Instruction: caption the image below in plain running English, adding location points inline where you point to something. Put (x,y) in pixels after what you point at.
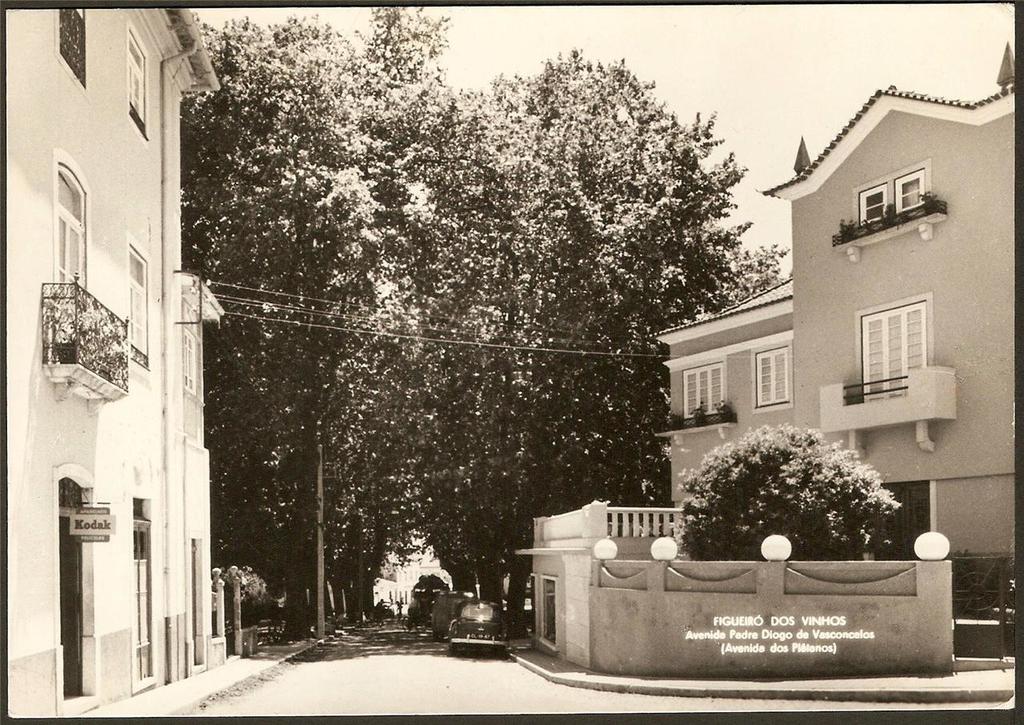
In this black and white image there are few vehicles (430,607) are on the road (447,669). On the right (775,406) and left side of the image (158,457) there are buildings (805,423). In the background (545,274) there are trees (435,344).
